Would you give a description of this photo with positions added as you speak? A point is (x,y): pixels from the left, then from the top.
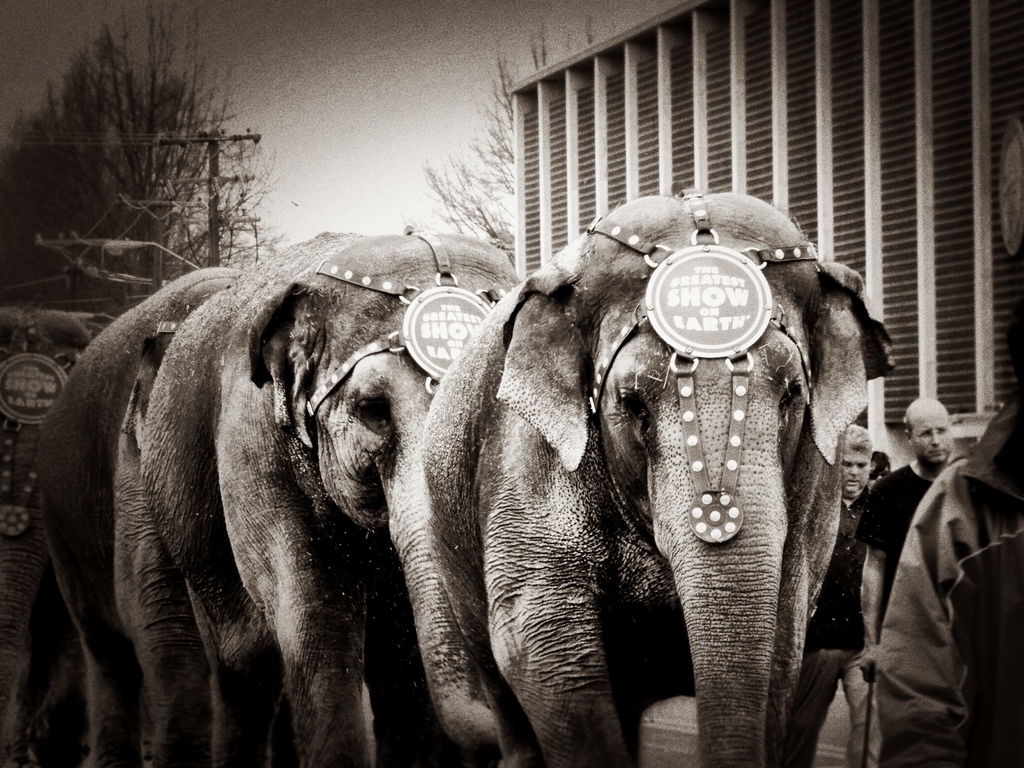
This is a black and white image where we can see elephants (282,547) and people (894,483). In the background (127,203), we can see street light (181,261), electric pole (210,243), wires (133,277), trees (170,88) and building (726,144).
